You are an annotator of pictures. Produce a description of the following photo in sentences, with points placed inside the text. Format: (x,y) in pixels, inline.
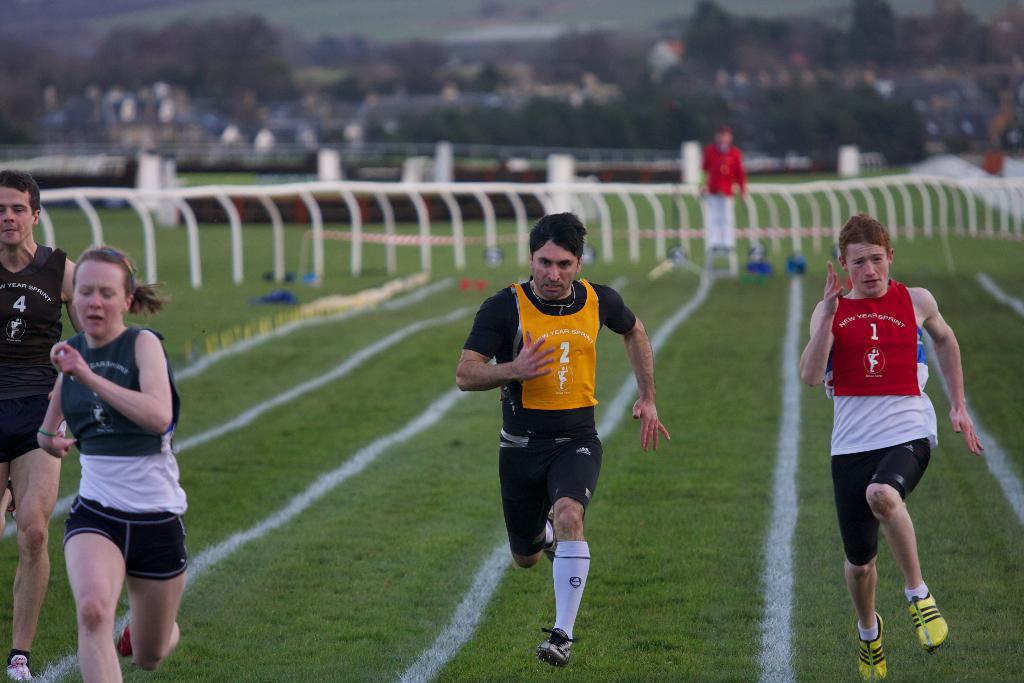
In this image we can see a few people (2,382) running on the ground (201,371), behind them a person (727,236) is standing, we can also see barricades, and some trees (368,139), background (491,93) is blurred.
